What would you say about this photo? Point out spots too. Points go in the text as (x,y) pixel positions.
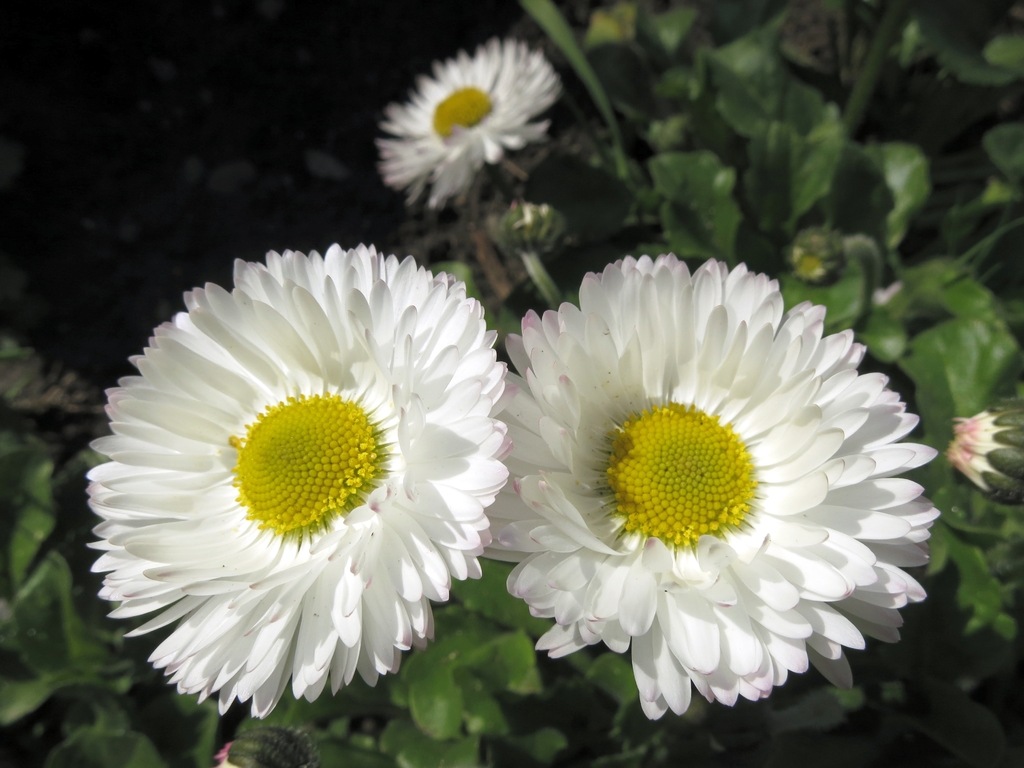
There are white color flowers (479,327) and buds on plants (901,188). In the background (788,698) it is looking dark.
